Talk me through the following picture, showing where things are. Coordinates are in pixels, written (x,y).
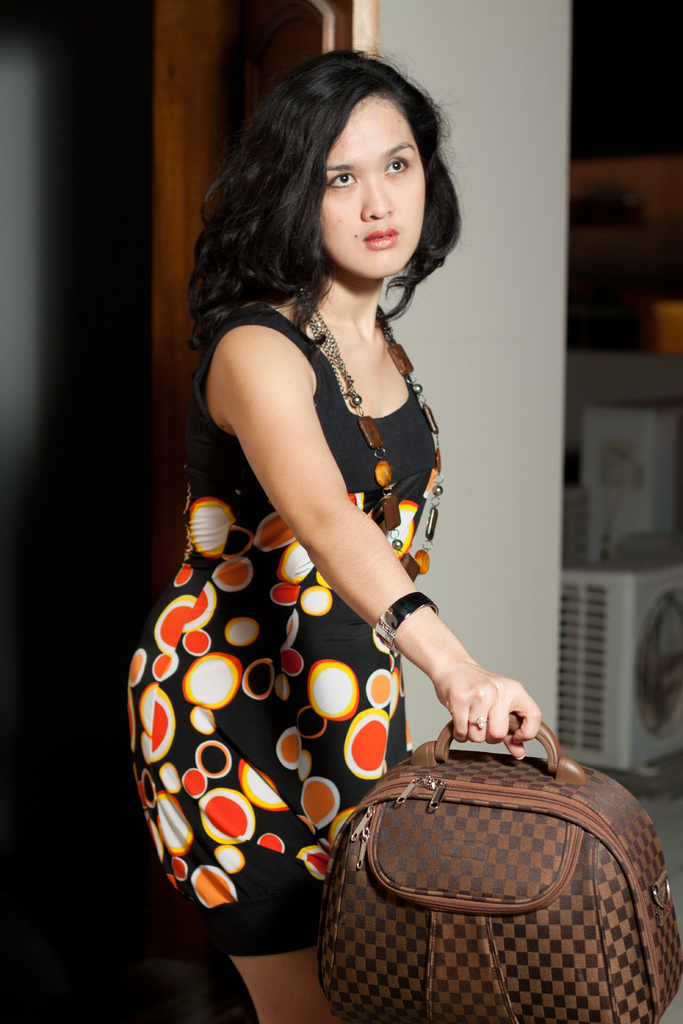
In this picture we can see a woman (334,265) standing on the floor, and holding a hand bag (544,867) in her hands (492,715), and at back (493,208) her is the wall (413,70), and here is the door (188,129).
